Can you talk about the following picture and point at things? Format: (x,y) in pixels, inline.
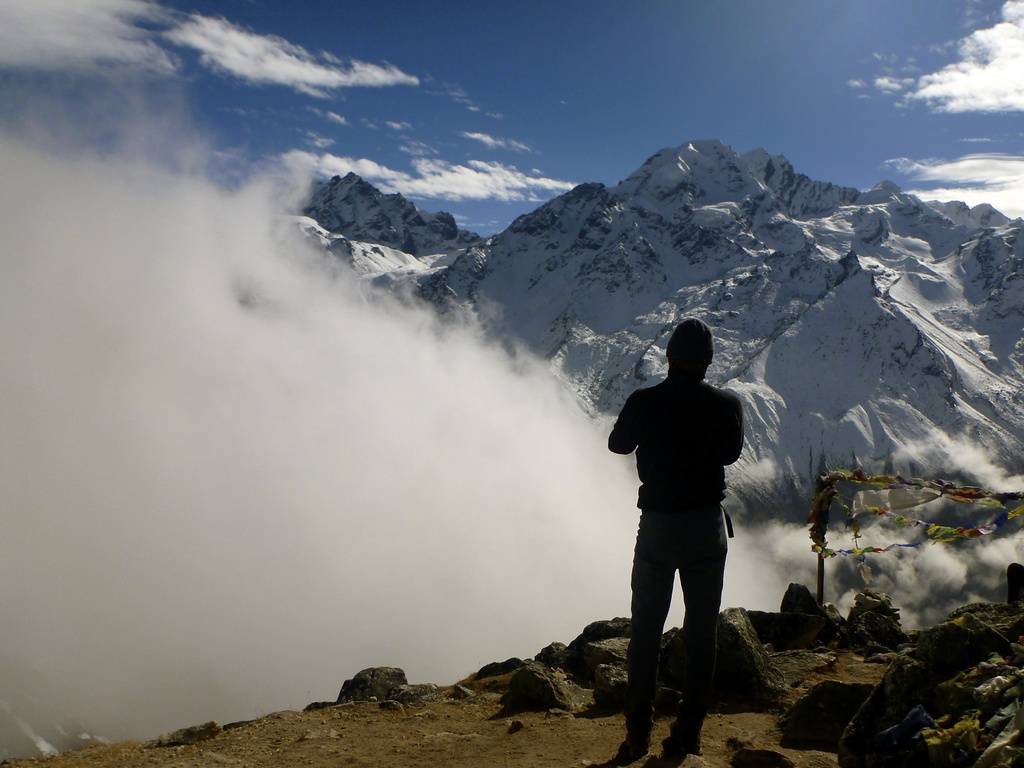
In the given image i can see a person (717,492), stones (598,654), mountains (798,294), fog (150,367) and in the background (459,84) i can see the sky (391,121).
